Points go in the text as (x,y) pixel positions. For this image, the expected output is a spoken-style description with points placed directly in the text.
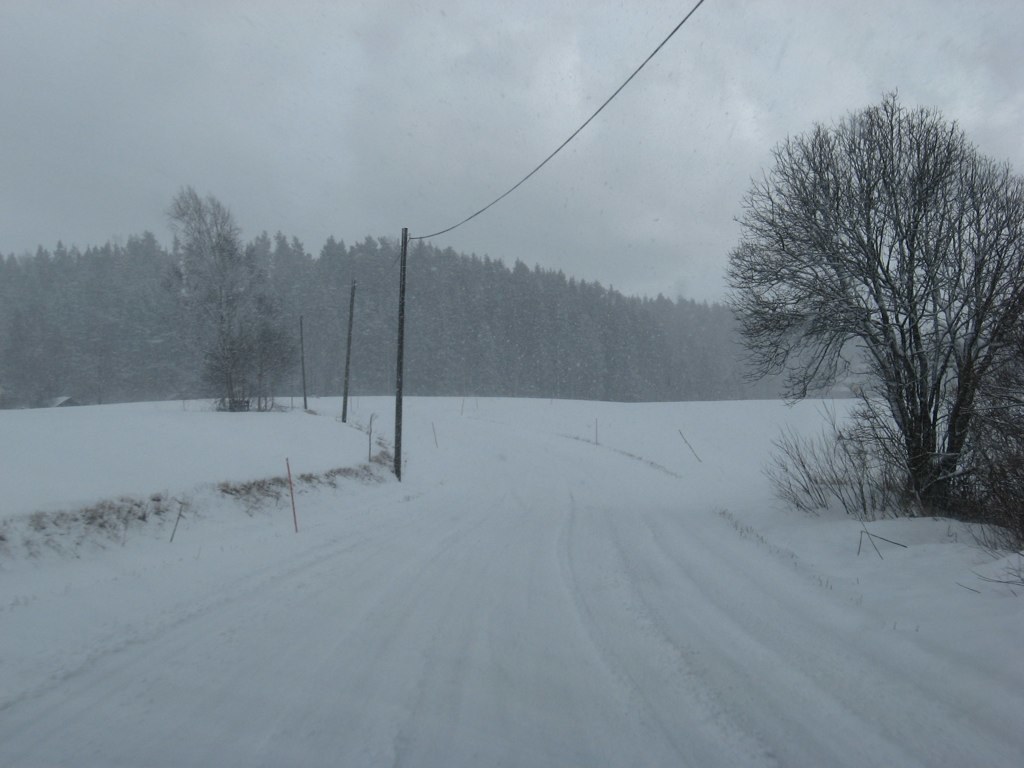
In this picture there are few poles (399,345) on the snow (384,405) and there is a tree (891,320) in the right corner (902,339) and there are few trees (382,315) covered with snow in the background (474,287).
